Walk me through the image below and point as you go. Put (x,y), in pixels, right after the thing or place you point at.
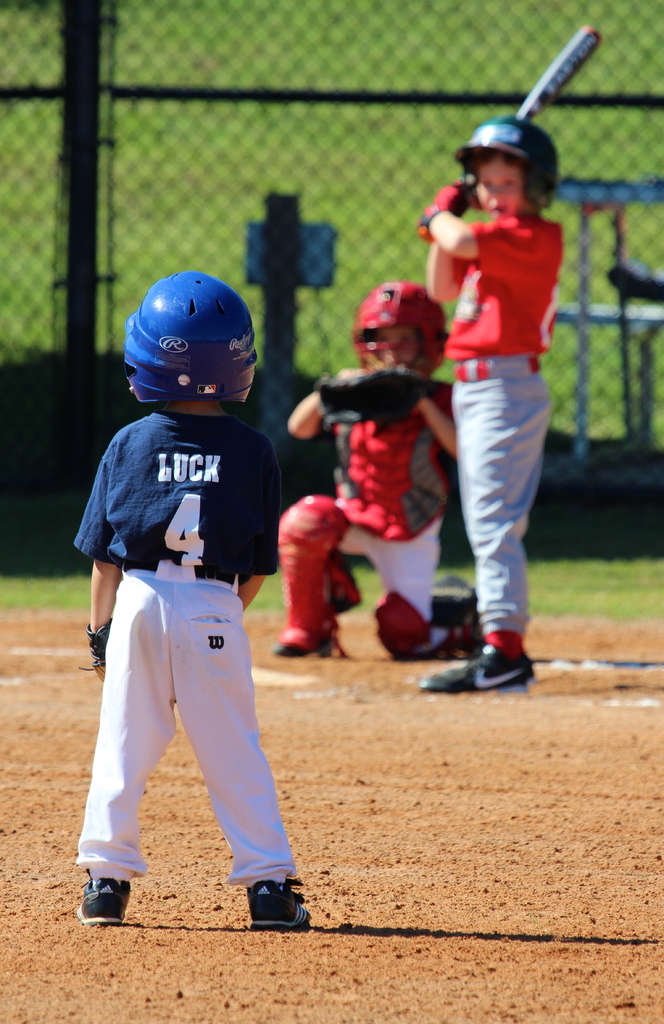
This image is taken outdoors. At the bottom of the image (157,958) there is a ground (323,731). In the background (224,96) there is a mesh (200,117). There are a few objects (268,233). On the left side of the image of a kid (212,658) standing on the ground (177,853). In the middle of the image (434,475) a kid (440,496) is fielding on the ground (40,899) and a kid (502,317) is standing and playing baseball with a baseball bat (562,75).
